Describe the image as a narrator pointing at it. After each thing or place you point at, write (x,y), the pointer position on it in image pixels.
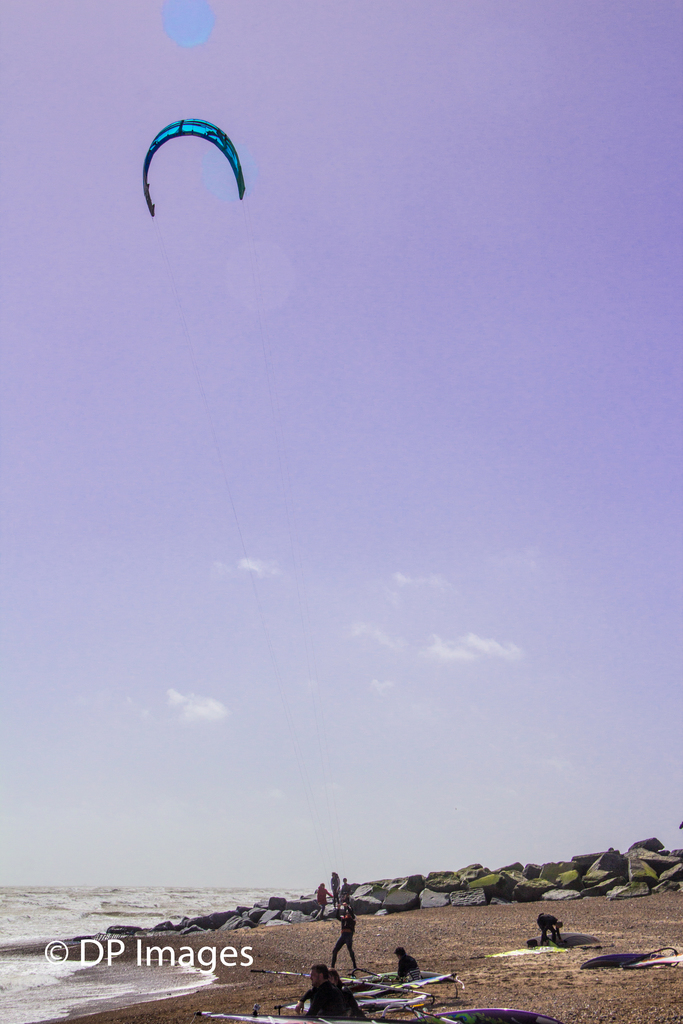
In this image I can see few people (347,1013) and one person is holding the parachute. I can see few rocks (629,875), water (73,918) and the sky (351,377).
